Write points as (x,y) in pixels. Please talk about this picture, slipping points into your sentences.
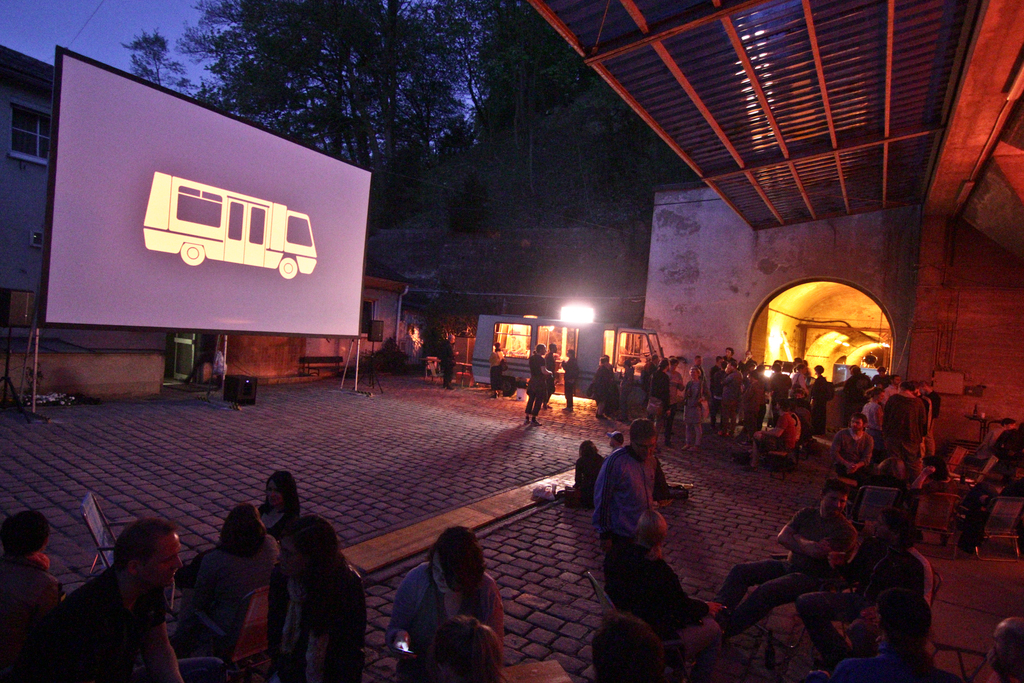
In this image I can see a screen (216,294) with image of the bus (183,234), in-front of that there are so many people (302,571) sitting and standing under the building (591,6), also there are so many trees (419,52) beside the building (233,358).
